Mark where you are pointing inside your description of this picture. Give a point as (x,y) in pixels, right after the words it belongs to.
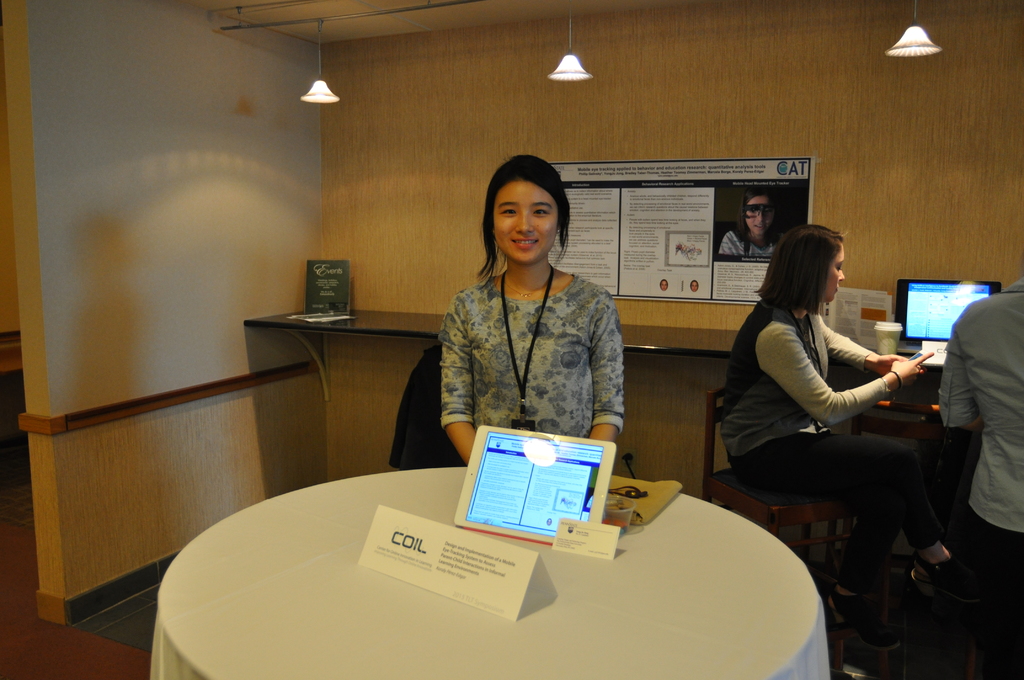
In this picture I can see there is a woman (524,387) standing and she is wearing an Id card (525,413) and there is a table (674,500) and there are two people (982,468) sitting on the right side (819,340). There are few lights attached to the ceiling (500,10).
